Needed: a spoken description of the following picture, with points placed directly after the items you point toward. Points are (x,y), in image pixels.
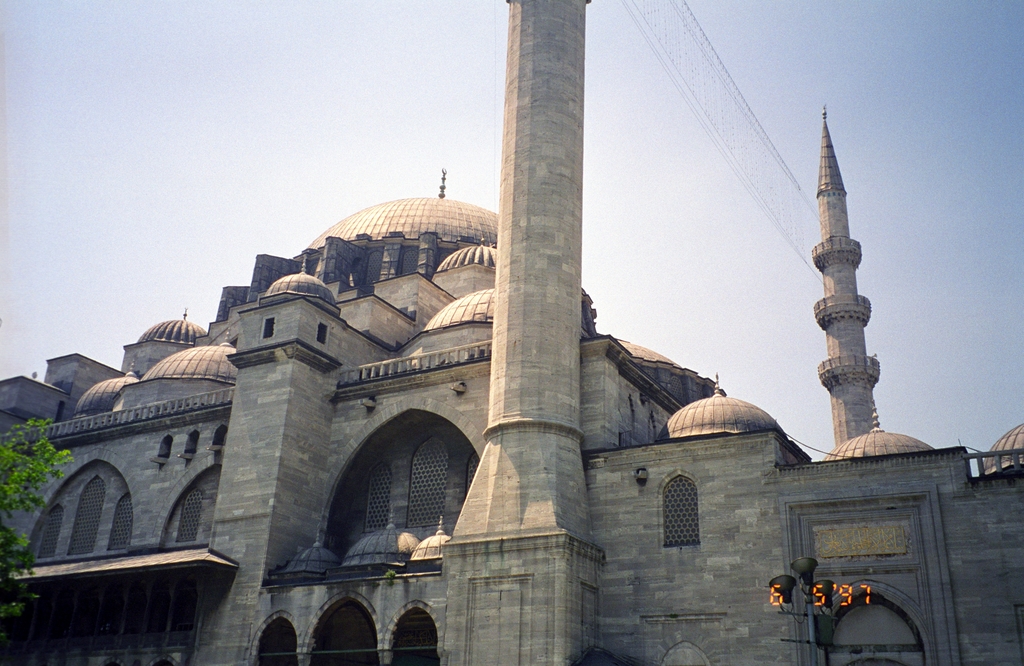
In the image there is a building (647,384) with walls (261,463), windows (681,530), arches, pillars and some other things (839,536). On the left corner of the image (14,487) are leaves (18,446). At the top of the image (665,125) there is sky (722,163).
